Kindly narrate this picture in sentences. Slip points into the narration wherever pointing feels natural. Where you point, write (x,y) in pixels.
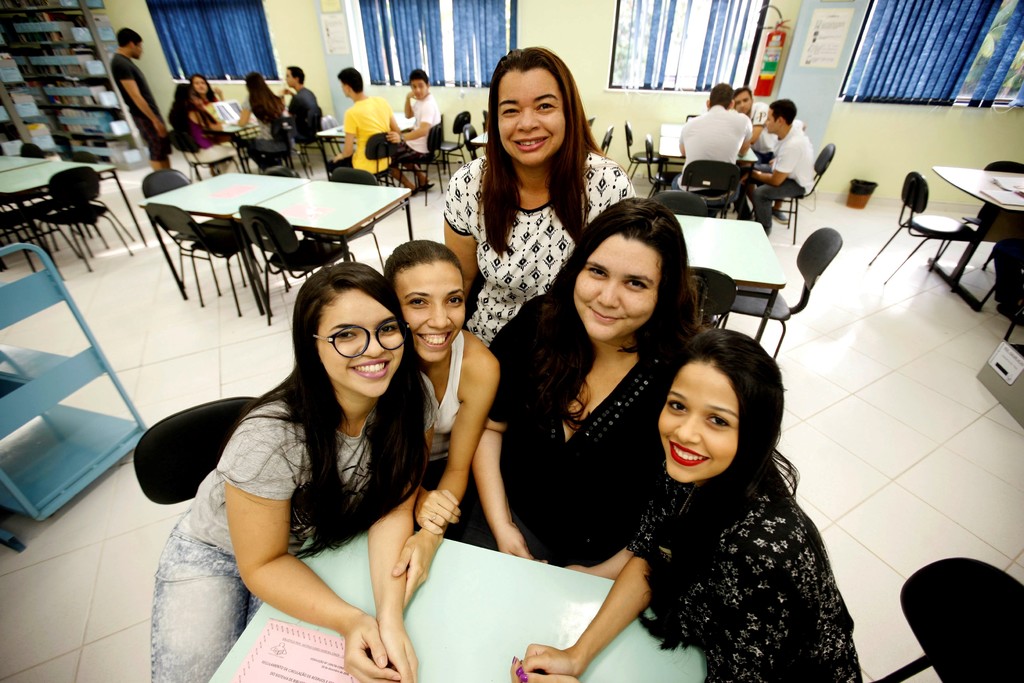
In this image we can see a group of people (469,194), tables (278,198), chairs (191,152), racks (117,97), curtains (504,22) and a wall (576,51).
